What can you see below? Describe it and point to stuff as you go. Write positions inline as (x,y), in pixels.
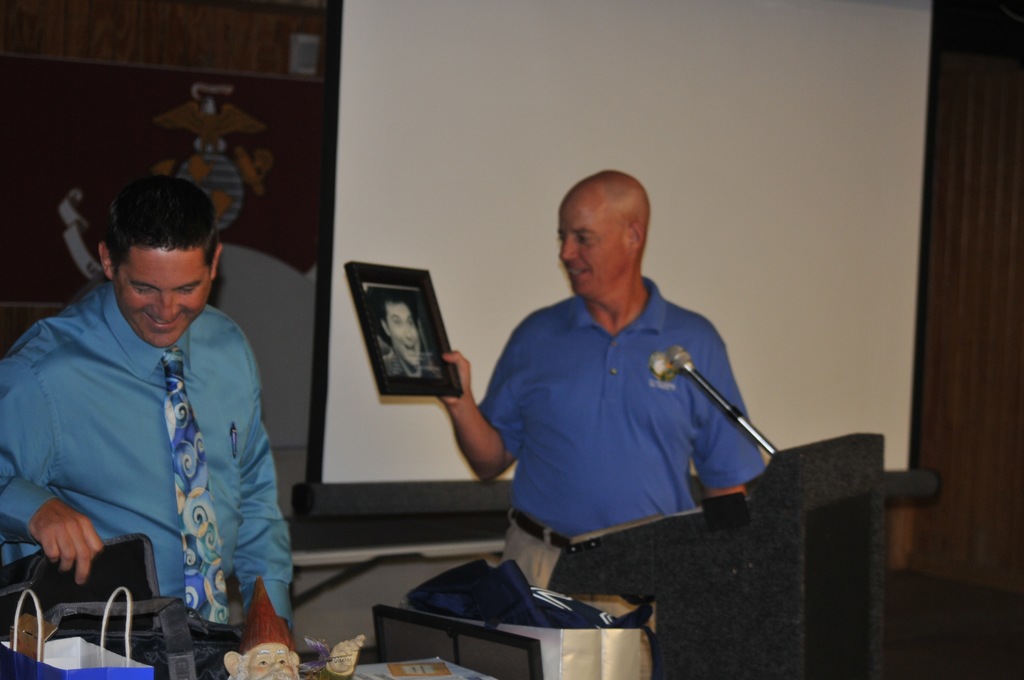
In this picture we can see a man (500,452) holding a frame (393,350) in his hand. In this frame (422,350), we can see a person (398,311). There is a microphone (716,395) visible on the podium (816,480). We can see a few things (547,608) in the bag (614,653). A toy (268,678), blue bag (106,678) and other objects (203,651) are visible. We can see a person (88,554) holding an object (98,560) in his hand (68,550) on the left side (134,546). There is a projector screen (383,473) at the back (439,503). We can see a white object (309,54) on the wall (285,37) and an object (220,176) in the background (305,159).
